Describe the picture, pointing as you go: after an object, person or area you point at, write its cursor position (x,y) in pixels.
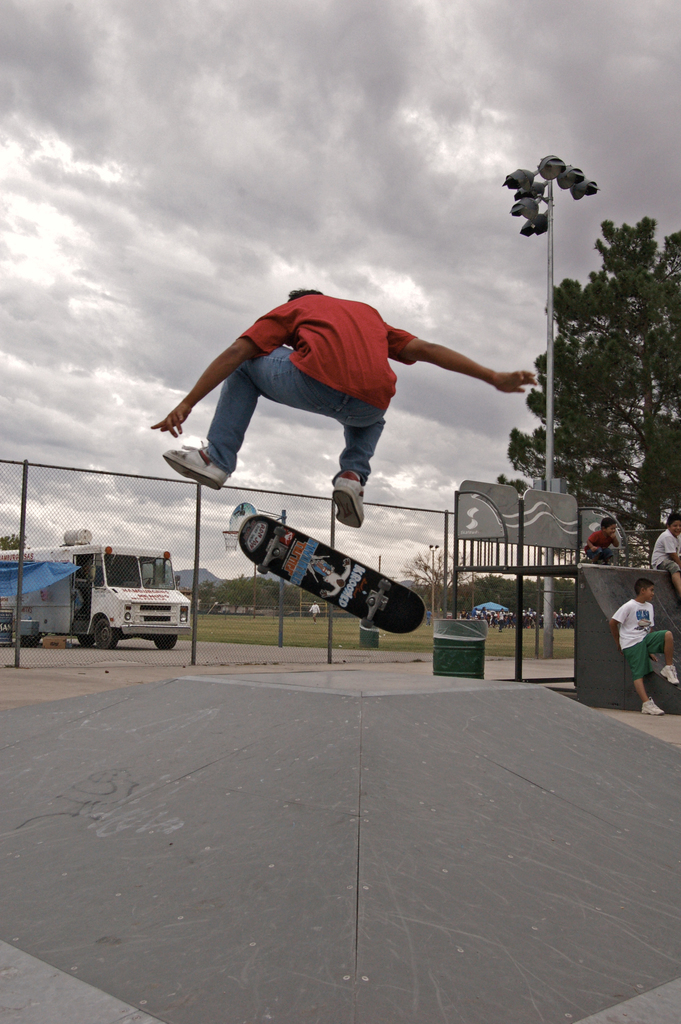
In this image we can see this person (294,296) along with the skateboard (393,587) is in the air. Here we can see the curved surface (288,921), people (643,589) here, net (428,631) or fence (439,603), light poles (553,178), trees (604,454), vehicles (30,615) parked here and sky (487,240) with clouds (234,326) in the background (369,264).
